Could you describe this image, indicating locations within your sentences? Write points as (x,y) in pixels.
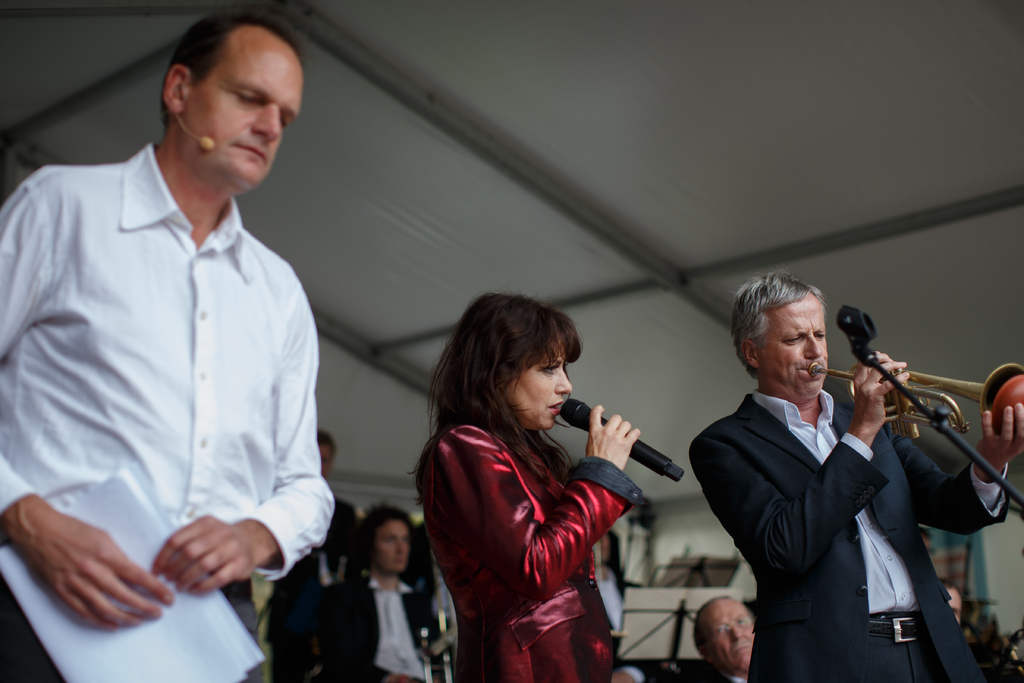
There is a group of people (548,366). They are playing a musical instruments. On the left side (279,325) we have white color shirt person (270,344). He's holding a paper (111,529).
